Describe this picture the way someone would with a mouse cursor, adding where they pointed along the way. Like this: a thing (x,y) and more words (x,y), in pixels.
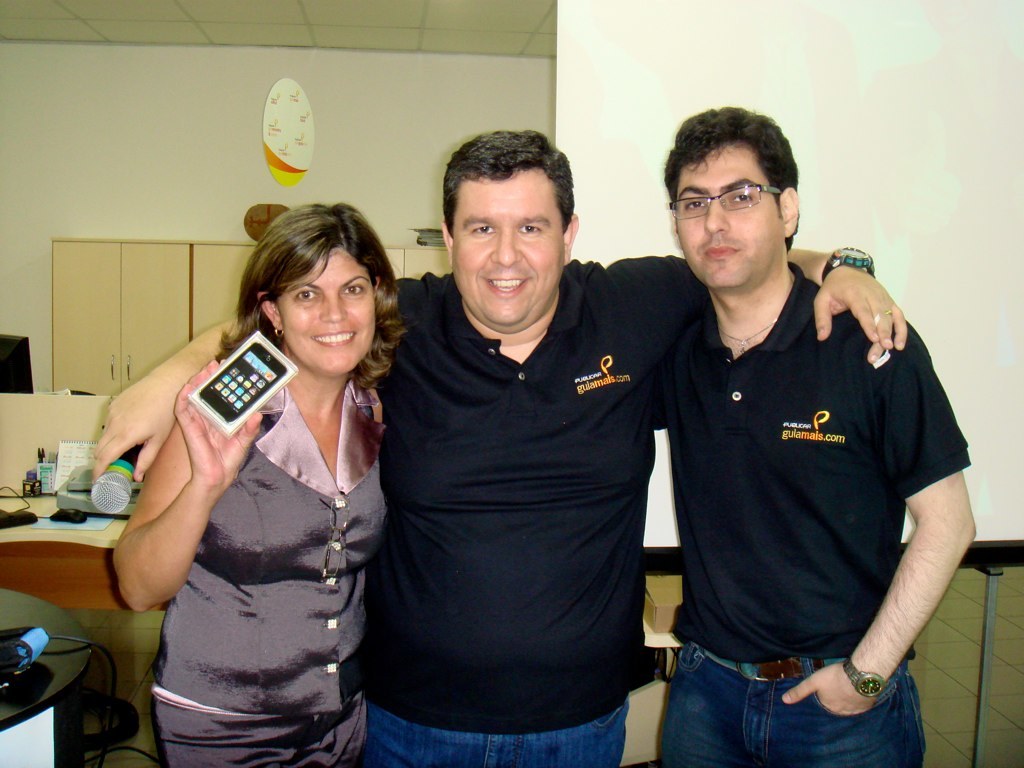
Front we can see three people (360,367). This woman (360,367) is holding a mobile box (255,396). Background (125,201) there is a wall (113,207), cupboard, tables (8,600) and screen (821,177). Above that tables (70,568) there are things (70,508). Another person (470,545) is holding a mic (122,467).
